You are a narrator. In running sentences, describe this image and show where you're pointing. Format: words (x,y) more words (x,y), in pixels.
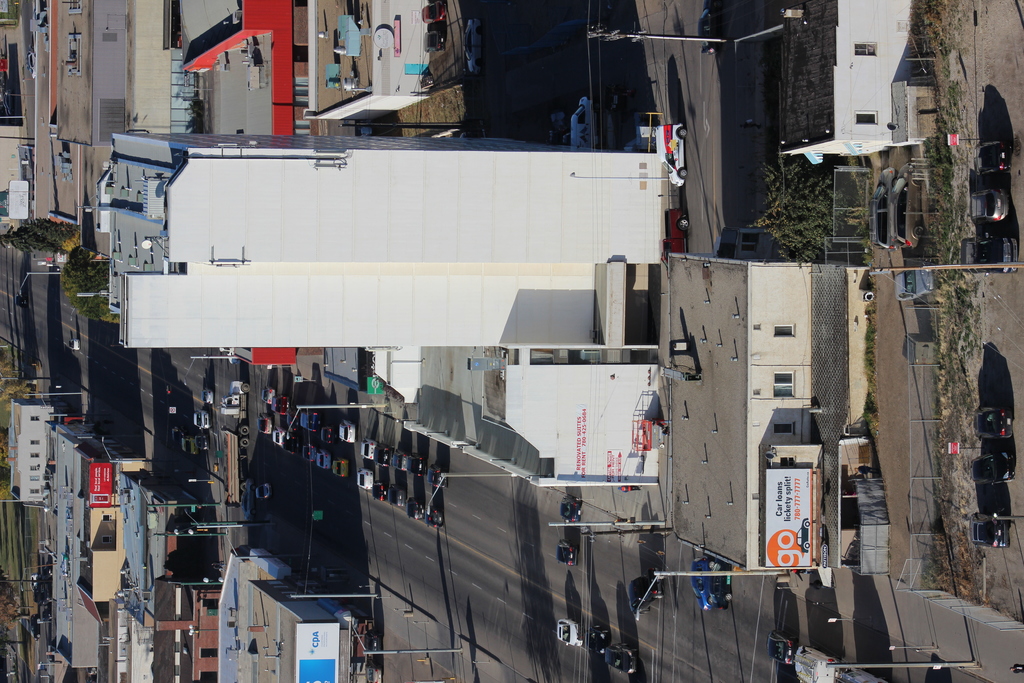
In the picture I can see buildings (399,284), vehicles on roads (471,578), fence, trees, plants (817,212), pole lights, boards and some other objects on the ground (341,442).
